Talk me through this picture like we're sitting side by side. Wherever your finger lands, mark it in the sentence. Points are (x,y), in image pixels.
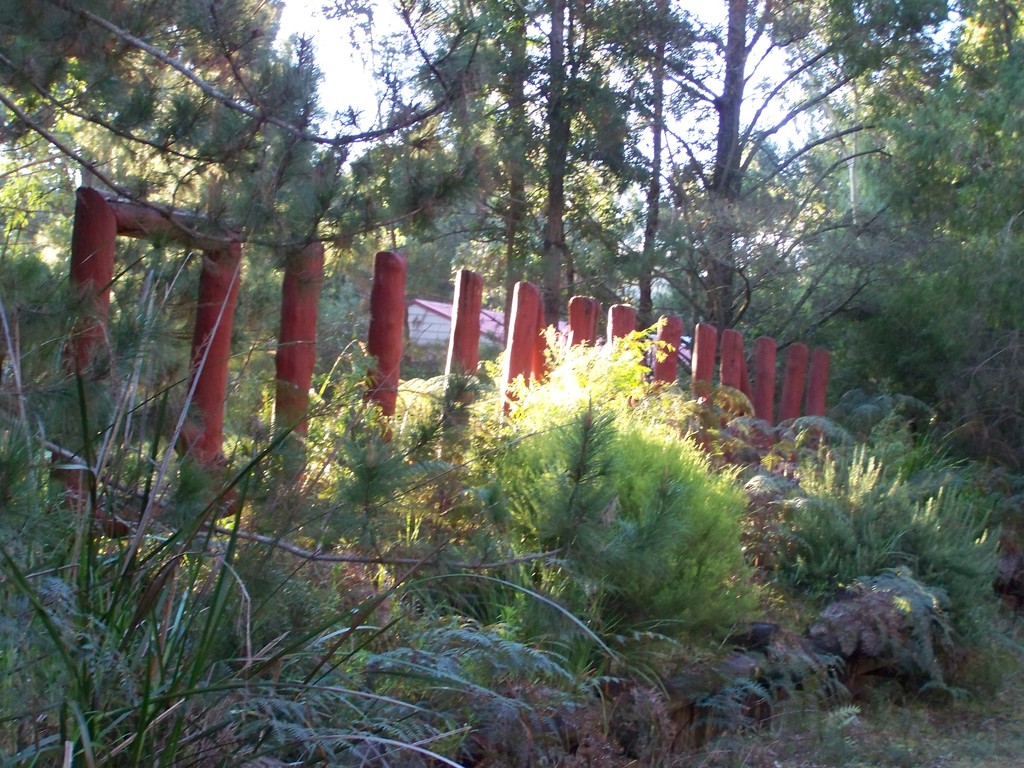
In this picture there is a house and there are trees (622,143). In the foreground (635,346) there is a railing (665,327) and there are plants (486,422). At the top (539,79) there is sky (525,84). At the bottom (1000,760) there is grass (889,728).
